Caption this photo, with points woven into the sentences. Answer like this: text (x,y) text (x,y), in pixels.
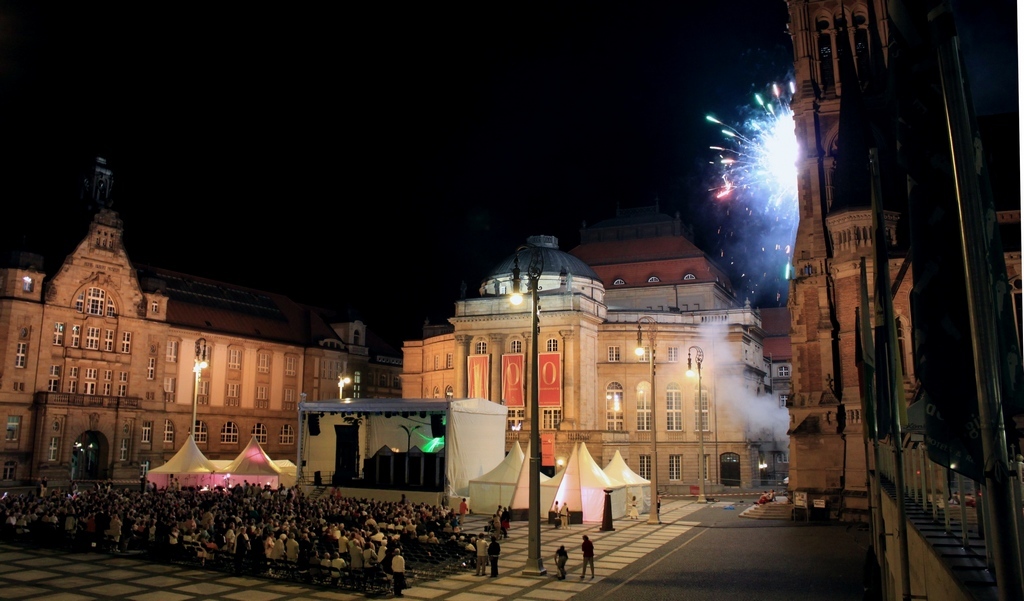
In this image I can see number of persons (354,547) sitting and few persons (586,564) are standing on the ground (548,565). I can see the road (739,554), few tents (621,507) which are white in color, the stage (414,494), few poles (533,518), few lights (204,352) and few buildings (572,375). In the background (756,237) I can see the dark sky (277,221) and few crackers (776,215) exploding.
